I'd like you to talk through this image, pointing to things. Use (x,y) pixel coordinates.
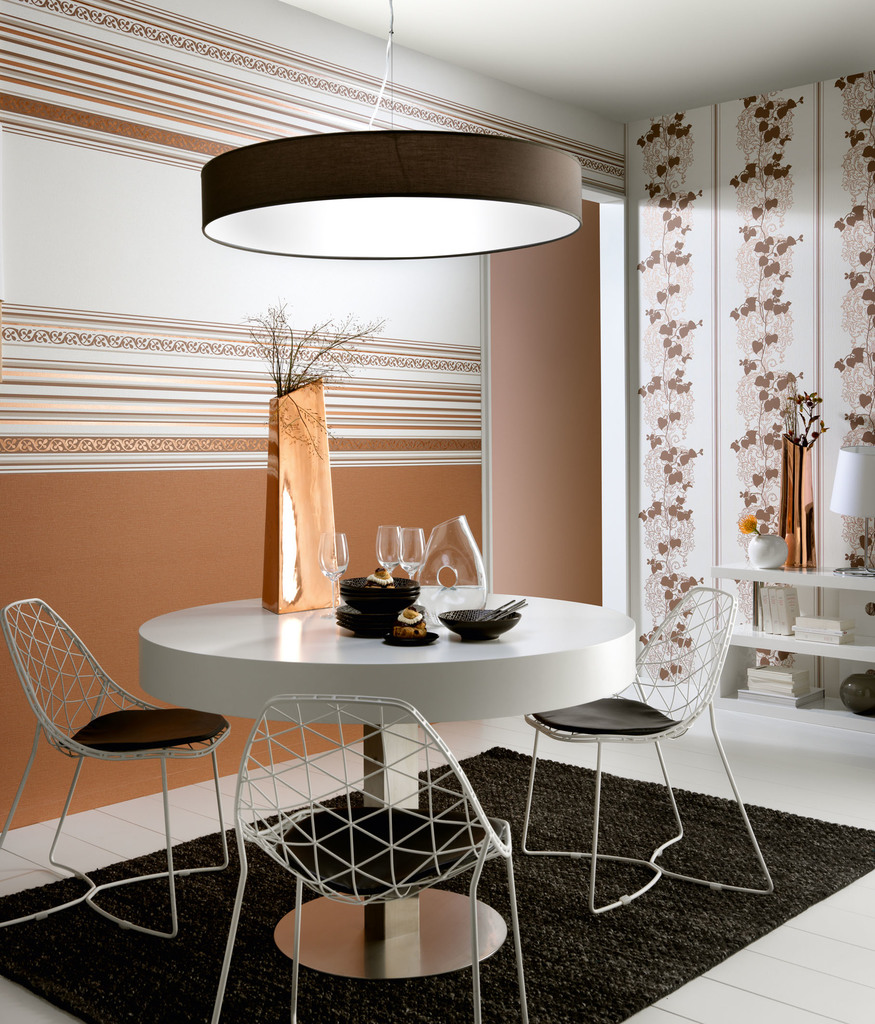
In this picture I can see the glass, jar (459,598), cake (422,615), cup (471,622), spoons (508,612), pot (300,462), plants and other objects (386,593) on the round table (609,659). Beside that I can see the chairs (602,858). At the bottom (599,907) I can see the black carpet (575,962). At the top (551,223) there is a light (539,198) which is hanging from the roof (460,63). On the right (798,497) I can see some lamp (849,480), books (798,624), pot (776,560), plant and other objects (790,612) on the shelf (815,580). In the back (812,598) I can see the wall (805,604).
